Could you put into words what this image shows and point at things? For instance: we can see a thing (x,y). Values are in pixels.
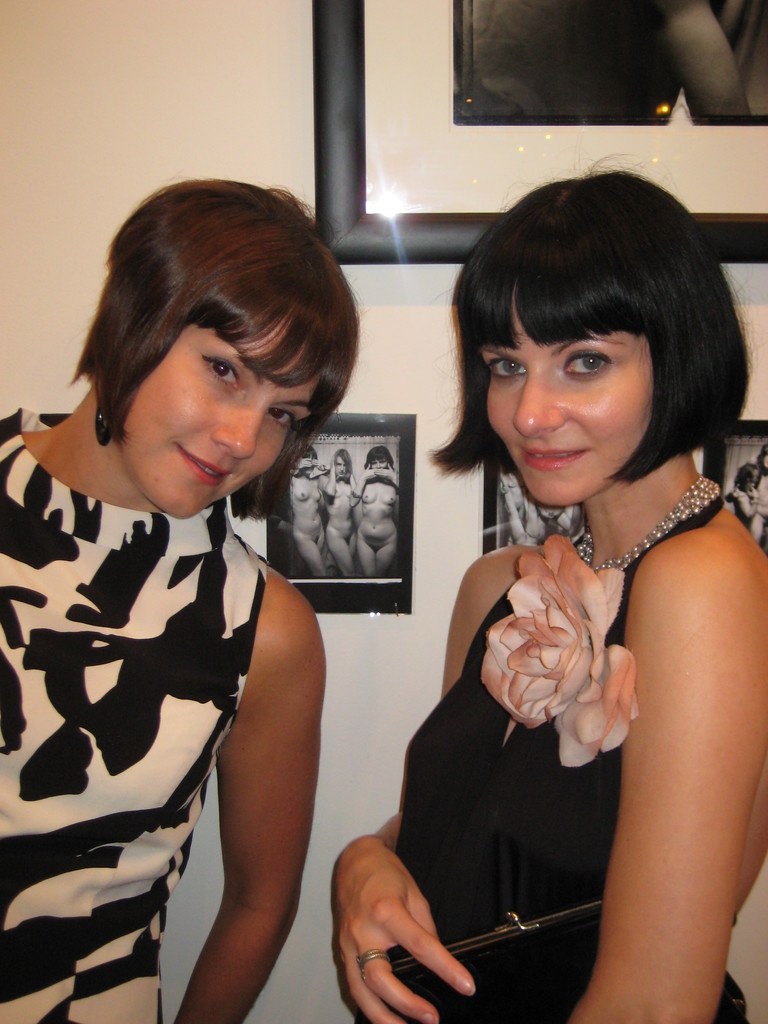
In front of the picture, we see two women (555,847) are standing. Both of them are smiling and they are posing for the photo. In the background (387,374), we see a white wall (86,111) on which photo frames (458,178) are placed.
